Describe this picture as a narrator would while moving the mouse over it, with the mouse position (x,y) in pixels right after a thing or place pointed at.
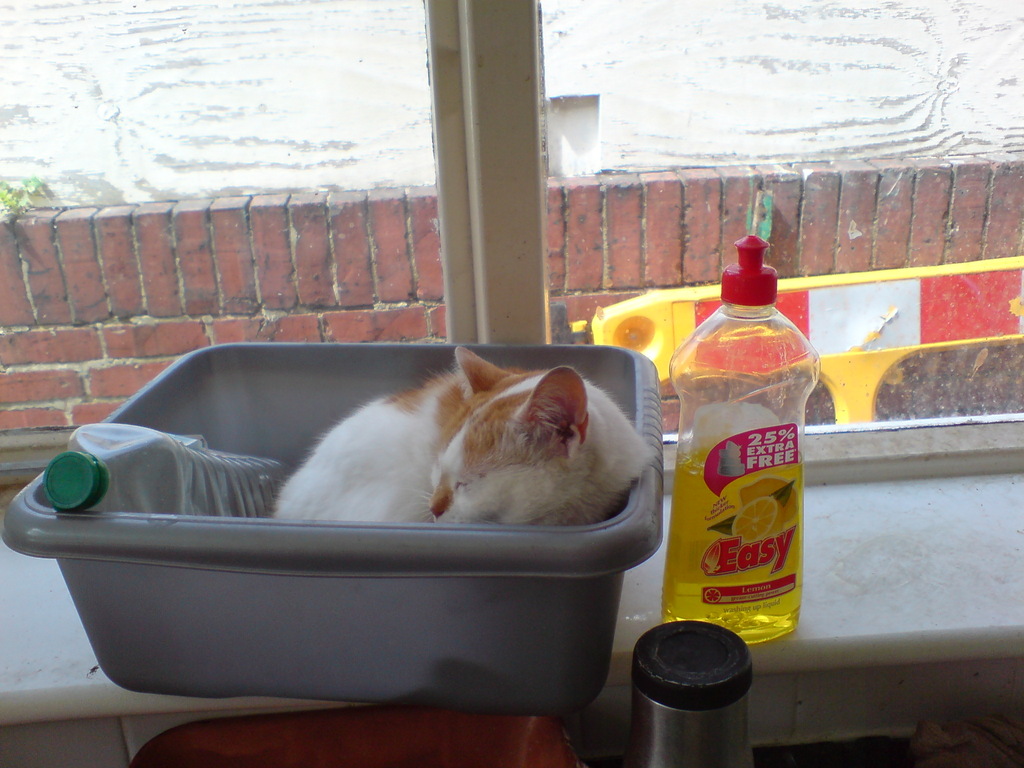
In container (398,587) there is cat (479,519) and bottle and this is another bottle (751,462), these are bricks (791,213).
